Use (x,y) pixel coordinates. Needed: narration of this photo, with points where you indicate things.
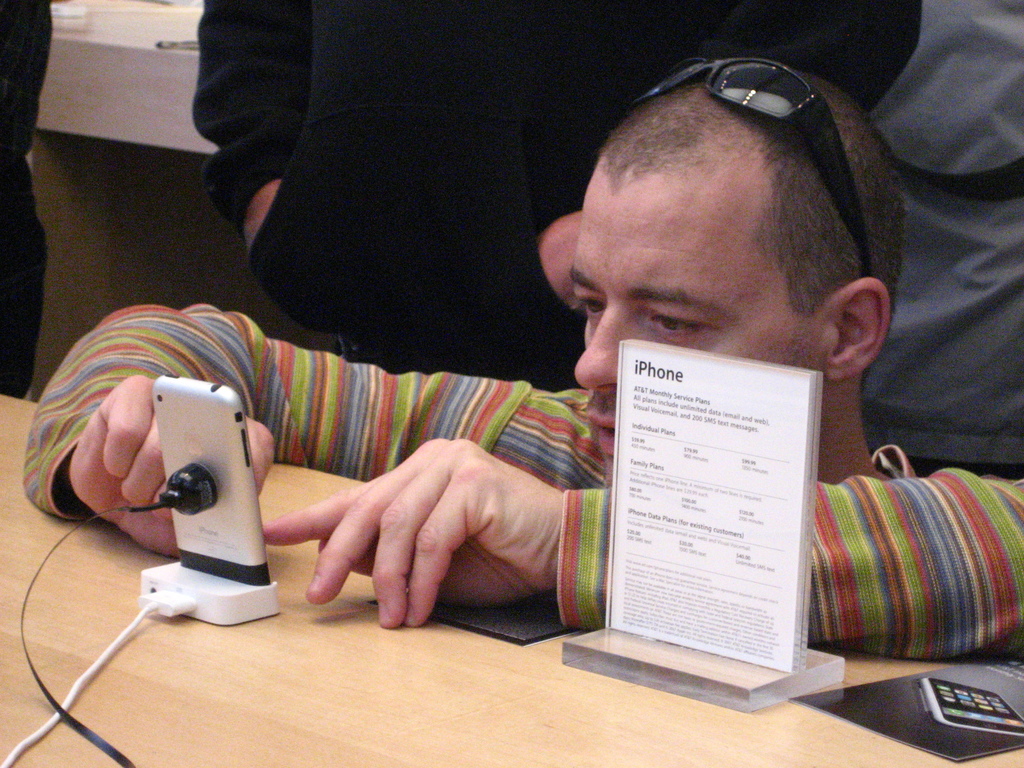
In this image there is a man (543,500) bending down. In front of him there is a wooden table (339,718). There is a mobile phone (215,424) on the table (18,695). There are wires (109,646) behind the phone (211,574). To the right (708,657) there are brochures (928,711) and a board (674,603) on the table (522,731). Behind him there are people (475,35) standing.
